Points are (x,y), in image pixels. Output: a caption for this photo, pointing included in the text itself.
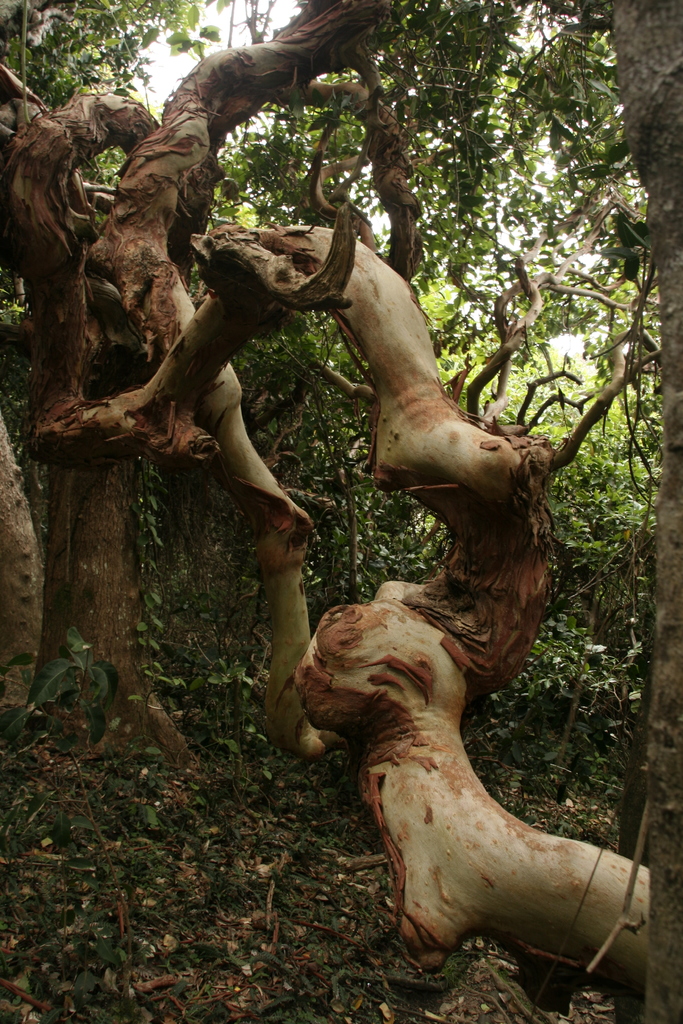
In this image we can see that there is a big tree trunk (395,327) in the middle (413,353). At the bottom (242,923) there is ground (256,895) on which there are dry leaves (258,913). In the background (552,129) there are trees (460,192).
